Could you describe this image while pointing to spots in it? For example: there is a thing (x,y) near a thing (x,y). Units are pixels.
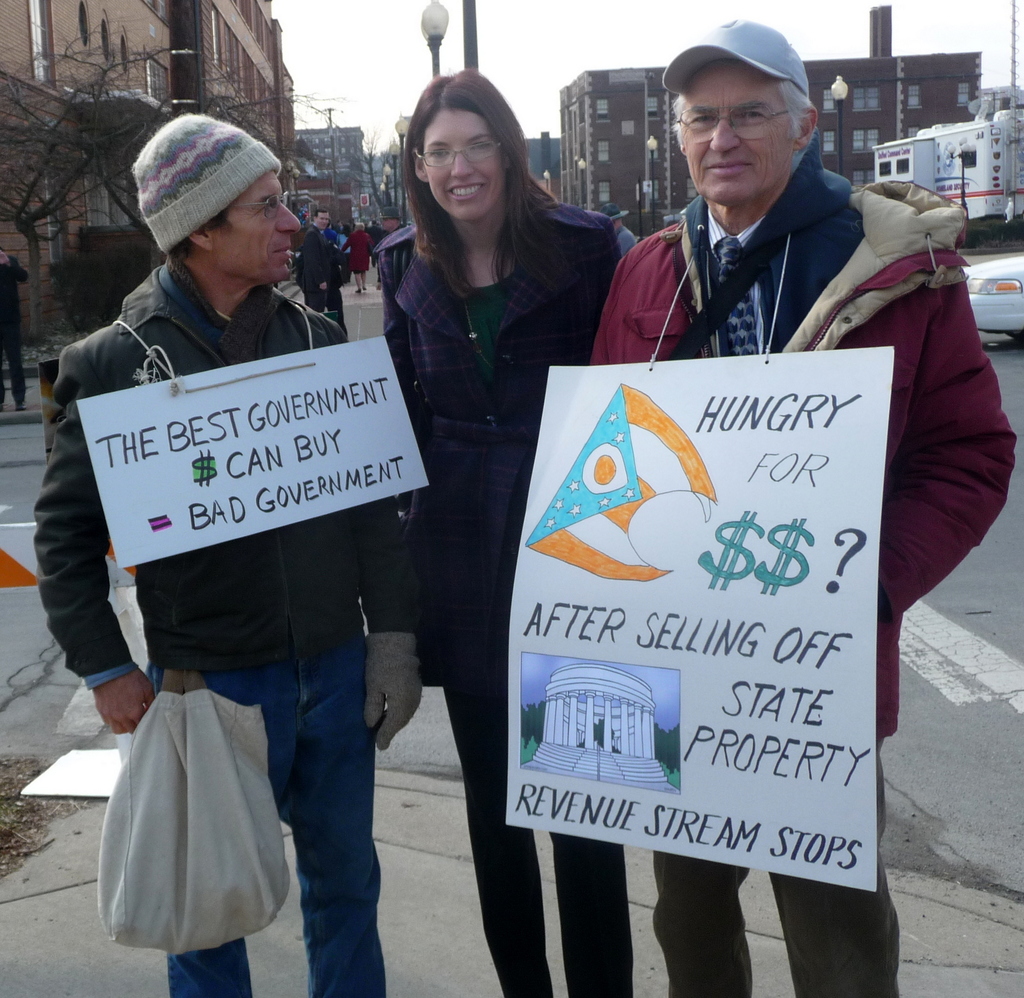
This picture is clicked outside the city. The man (768,193) on the right corner of the picture (893,445) wearing red jacket (945,294) is wearing a white board (745,530) with some text (793,650) written on it. Beside him, a woman (424,326) in the blue jacket (431,294) is standing. Beside her, the man (179,300) in a green jacket (126,300) is wearing a white board (206,415) with some text (209,528) written on it. Behind them, we see people (323,263) walking on the sidewalk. There are buildings (618,152), trees (84,64) and street lights (393,178) in the background (916,131). On the right corner of the picture (996,278), we see a white car (981,311) moving on the road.
